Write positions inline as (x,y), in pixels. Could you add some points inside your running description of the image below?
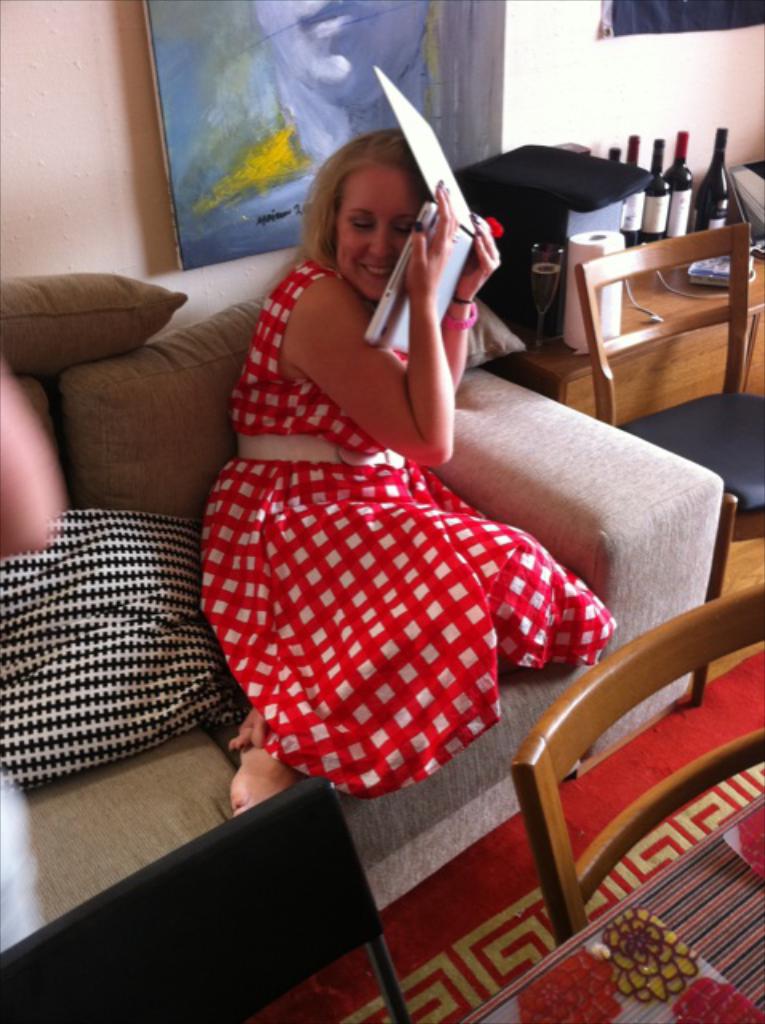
In this picture there is a woman (374,542) sitting on couch (535,483). She is wearing a beautiful red gown (311,569) and hiding her face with the laptop (396,303). On couch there are cushions (165,453). In front of her there is a table (669,978) and chairs (544,804). On the right corner of the image (670,375) there is a cupboard (662,356) and on it there are bottles (666,232), glasses (549,270), paper roll (607,292) and a box (569,207). To the left of the image (23,491) a hand (45,508) of a person (33,491) can be seen. In the background (92,200) there is wall (59,170) and a picture frame (272,90) hanging on the wall (23,169).
